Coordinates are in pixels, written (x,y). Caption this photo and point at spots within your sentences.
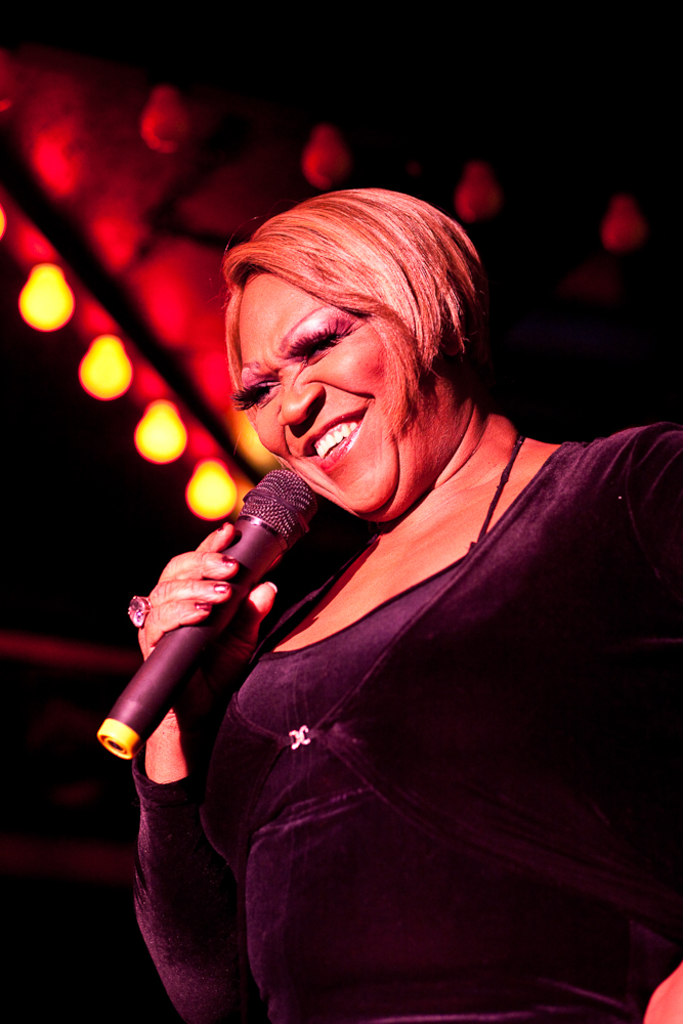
In this picture we can see a woman (313,421) holding a mic (159,702) and smiling. There are few bulbs (103,340) in the background (230,492).
